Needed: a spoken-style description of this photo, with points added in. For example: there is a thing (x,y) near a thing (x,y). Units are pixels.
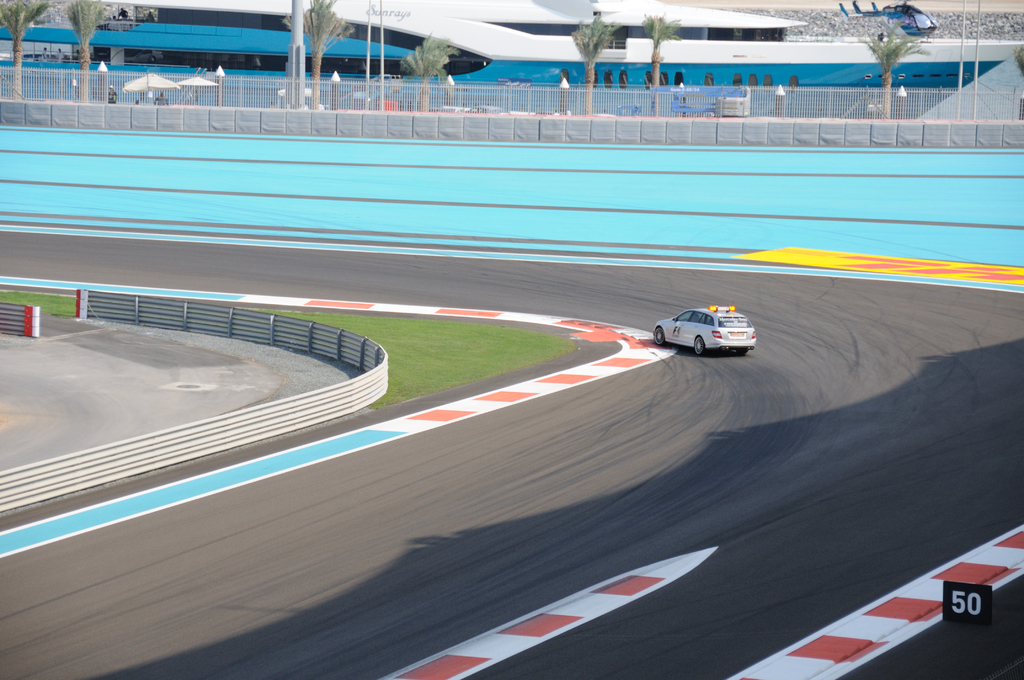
In this picture there is a vehicle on the road (665,469). On the left side of the image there is a railing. At the back (985,108) there is a railing (255,77) on the wall (508,129). Behind the railing (1005,103) there are umbrellas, trees (15,56) and poles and there is a yacht (713,50) and there are two persons (114,92) standing behind the railing (169,73). At the back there is an aircraft (845,14). At the bottom (397,462) there is grass (452,343) and there is a road (577,506). At the bottom right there is a board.
